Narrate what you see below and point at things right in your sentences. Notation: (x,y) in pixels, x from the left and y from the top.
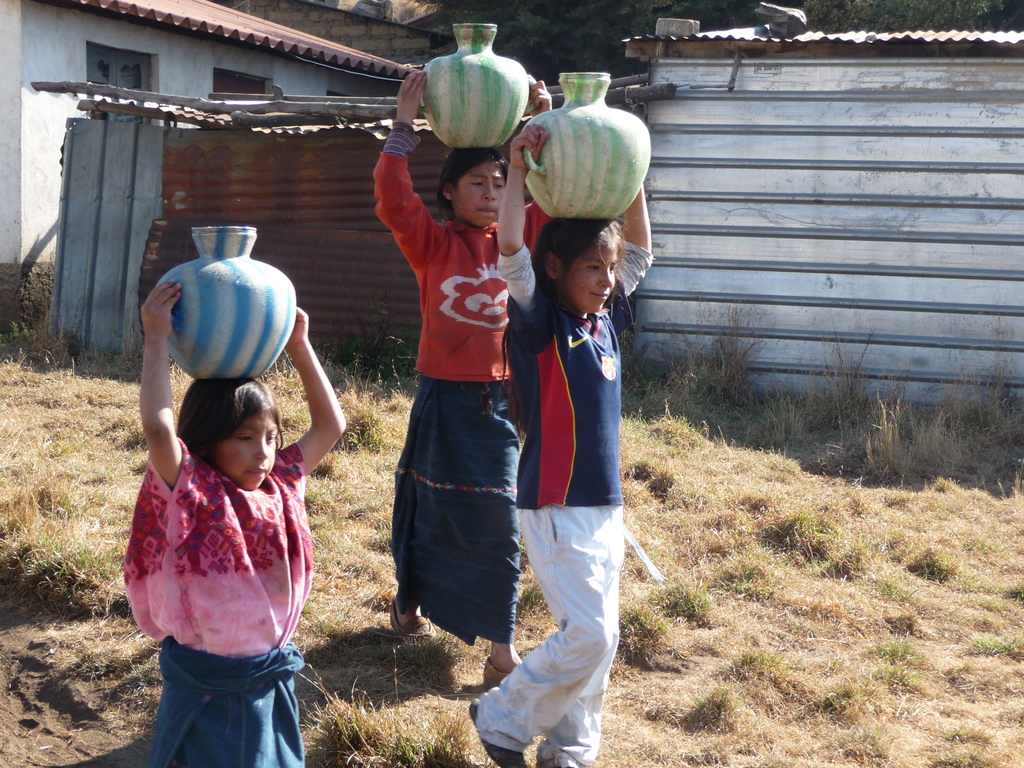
In this image, in the middle (578,400) there is a girl (578,472), she is walking, she is holding a pot (601,176), behind her there is a girl (451,339), she is walking, she is holding a pot (471,83). On the left (256,588) there is a girl (258,575), she is holding a pot (255,340). At the bottom (761,600) there is grass (806,605). In the background (288,192) there are houses (374,66), trees (931,11), sheds (733,306) and a wall (776,282).
